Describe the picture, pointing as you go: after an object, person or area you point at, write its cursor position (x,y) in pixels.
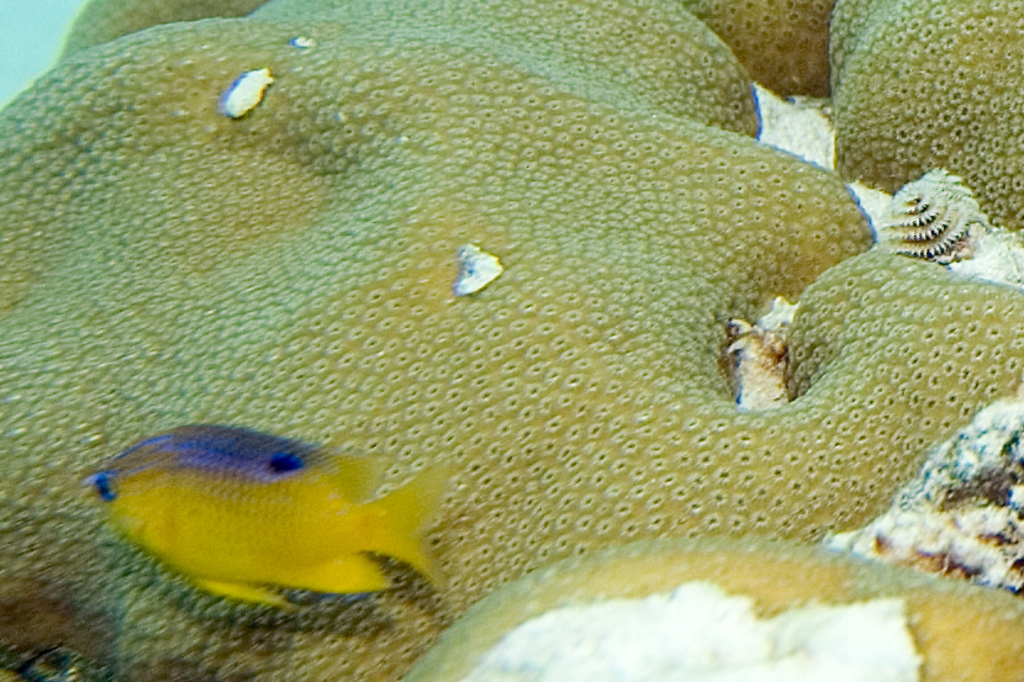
On the left side (193,480) a fish (215,476) is swimming in the water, it is in yellow color.
